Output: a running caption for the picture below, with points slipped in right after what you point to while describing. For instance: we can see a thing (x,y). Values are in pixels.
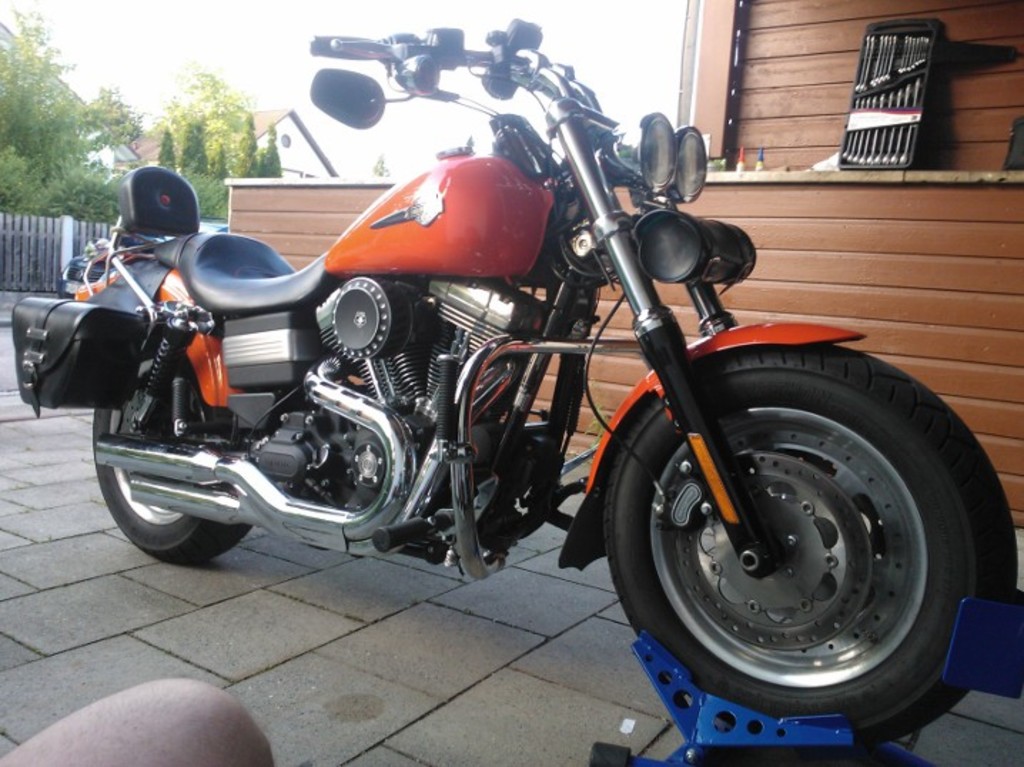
In this image I can see a bike (533,457) which is in black and orange color. Background (657,17) I can see a building (310,152) in white color, trees (184,107) in green color and sky (197,55) in white color.
